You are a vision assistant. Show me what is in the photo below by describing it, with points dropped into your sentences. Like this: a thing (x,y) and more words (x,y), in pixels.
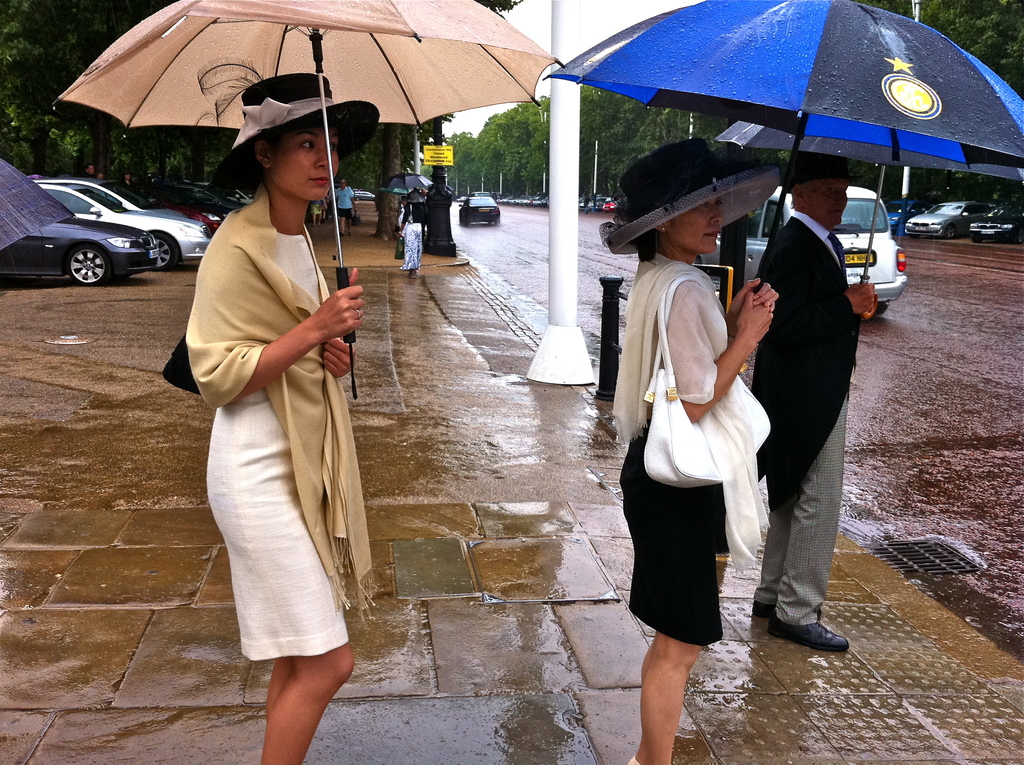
In the center of the image (640,457) we can see three persons (729,416) are standing and they are holding umbrellas (731,48). And we can see they are wearing hats (709,177). Among them, two persons (260,417) are holding handbags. In the background (487,136), we can see trees (78,144), banners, vehicles (937,231), poles (428,245), few people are standing and holding some objects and a few other objects (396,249).
